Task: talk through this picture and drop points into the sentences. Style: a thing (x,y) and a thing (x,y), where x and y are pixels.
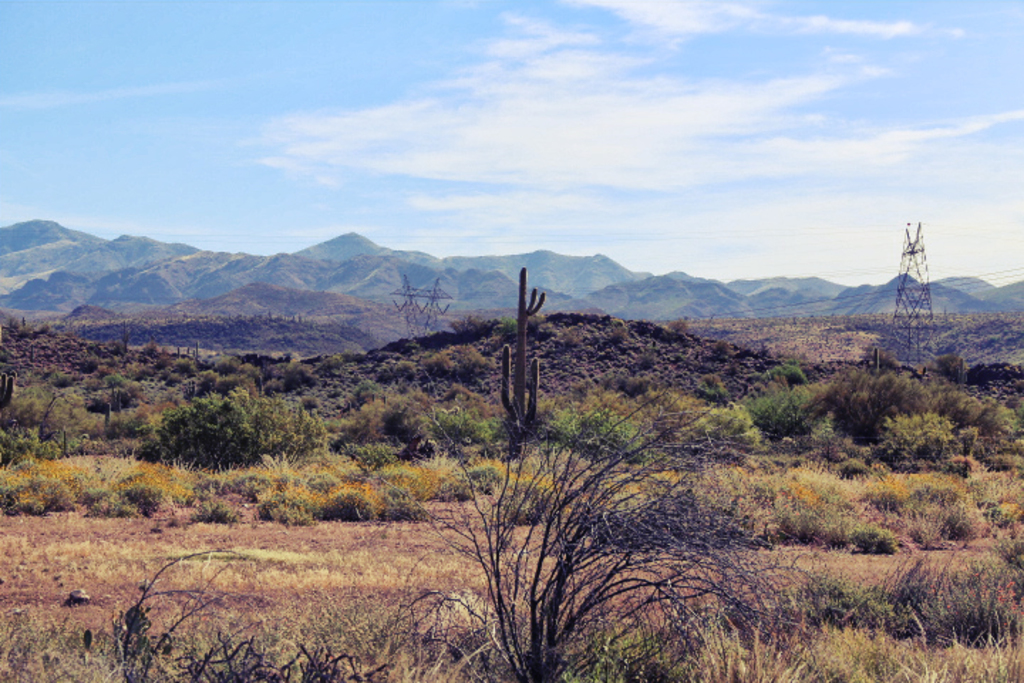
At the bottom of the picture (442,579), we see the trees (600,592) and the grass (722,633). In the middle of the picture (430,398), we see the trees (521,404) and grass (308,464). Behind that, we see the towers (424,308) and the wires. There are hills (332,265) in the background (253,261). At the top (310,93), we see the sky (353,227).
